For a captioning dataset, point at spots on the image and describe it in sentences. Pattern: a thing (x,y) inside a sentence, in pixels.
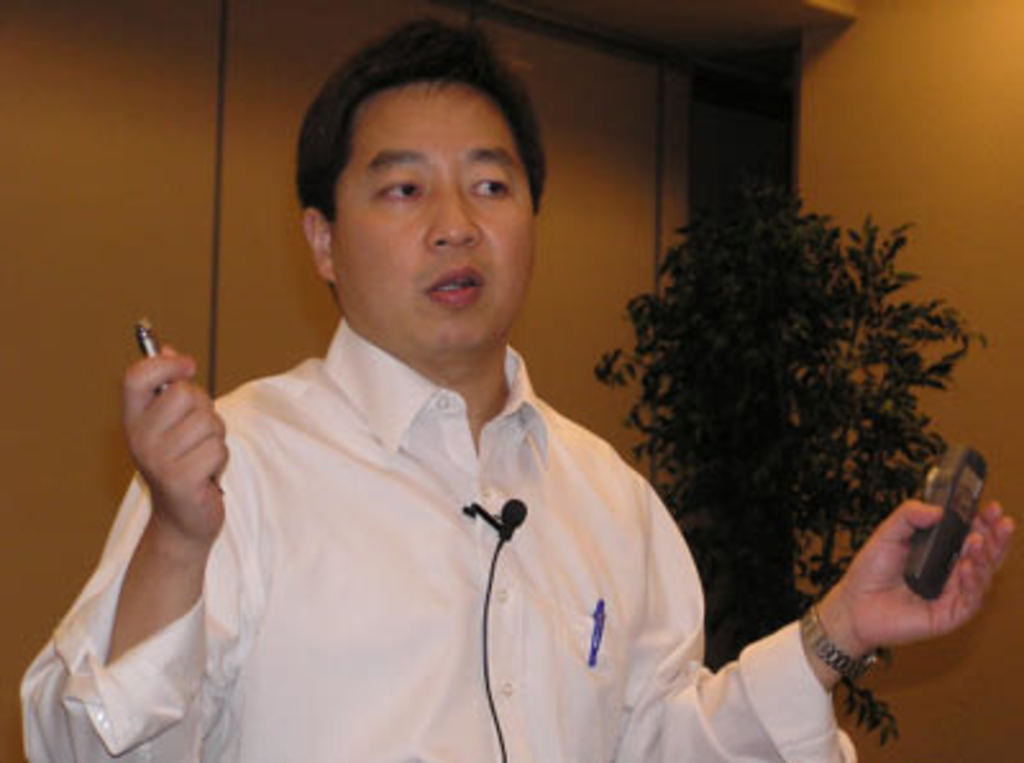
In this picture we can see a man (445,547) standing and holding a pen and something (931,578), in the background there is a wall (952,390), on the right side (754,379) there is a plant (750,406), we can see a microphone (469,514) in the middle (506,504).
